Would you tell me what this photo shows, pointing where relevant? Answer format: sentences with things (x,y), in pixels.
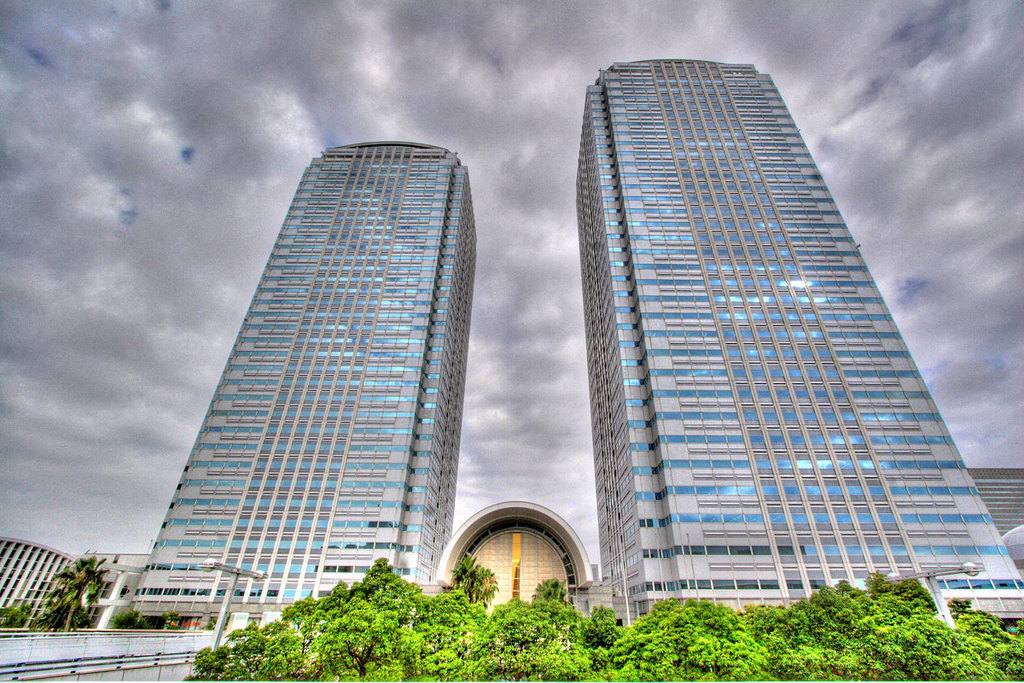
In the picture we can see two tower buildings (695,511) with many floors (751,211) to it and near the buildings (591,205) we can see trees (224,667) and beside it, we can see a way (98,641) with railing (20,663) to it and besides the building (741,511) we can see some buildings (39,601) and some trees (60,601) near it and in the background (1005,256) we can see the sky (538,194) with clouds (478,319).
